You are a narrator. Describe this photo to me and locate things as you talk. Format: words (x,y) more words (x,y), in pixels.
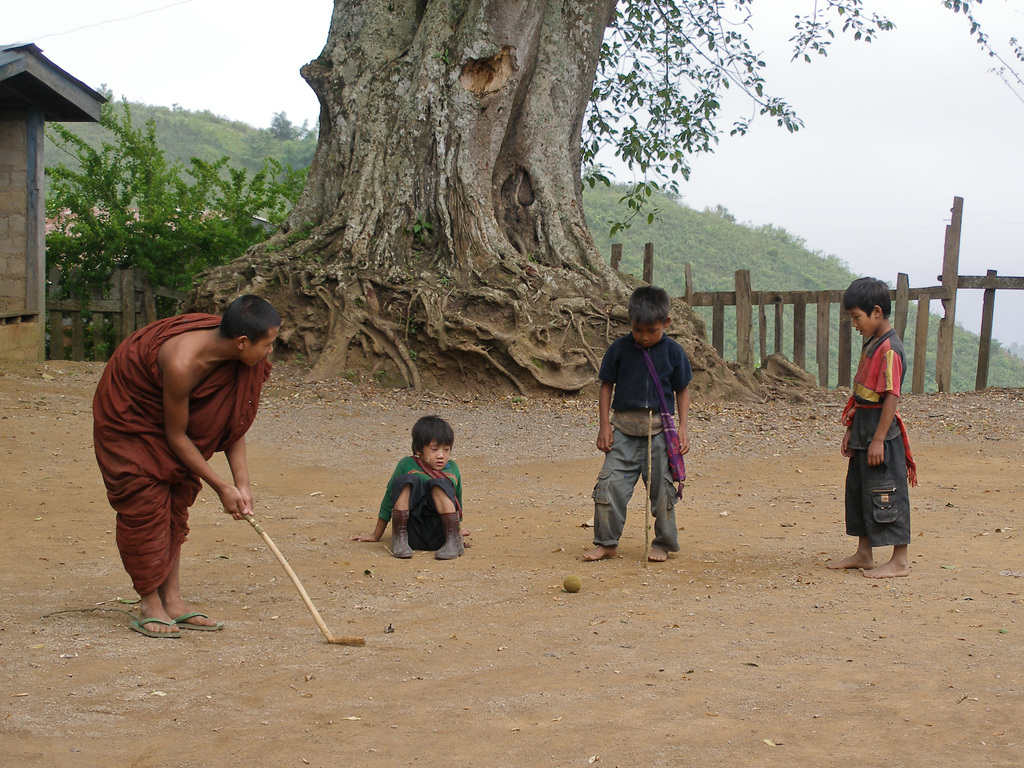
There is a person (175,327) in brown color dress (119,392) slightly bending, holding a stick (266,534) and placing on the ground (256,551) near a small ball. On the right side (902,528), there are two children (896,487) standing on the ground (545,441) near another child (401,473) who is sitting on the ground (963,579). In the background (474,25), there is a big tree (380,267) near wooden fencing (1005,286) and plants (230,236), there is a house (25,174), there are trees (740,248) and plants (638,243) on the hill (625,240) and there are clouds (781,58) in the sky (907,73).
